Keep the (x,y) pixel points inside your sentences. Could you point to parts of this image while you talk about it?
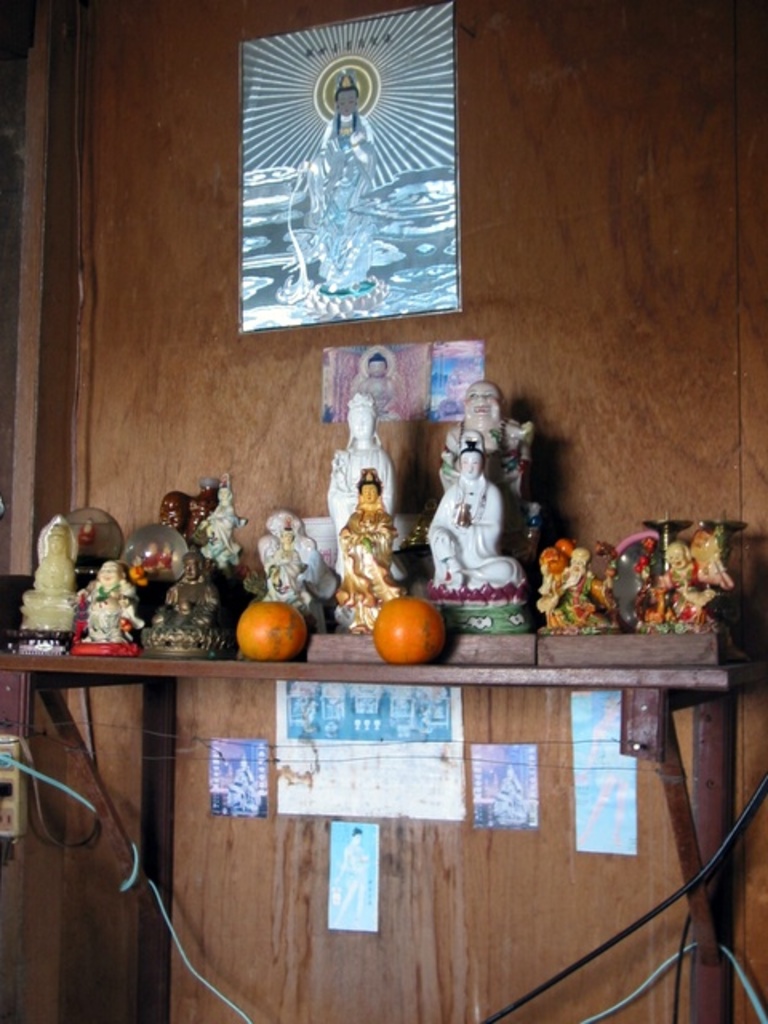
In this image we can see statues (388,528) on the stand (86,664). In the background of the image (505,256) there are posters (240,306) on the wooden wall (218,908).
